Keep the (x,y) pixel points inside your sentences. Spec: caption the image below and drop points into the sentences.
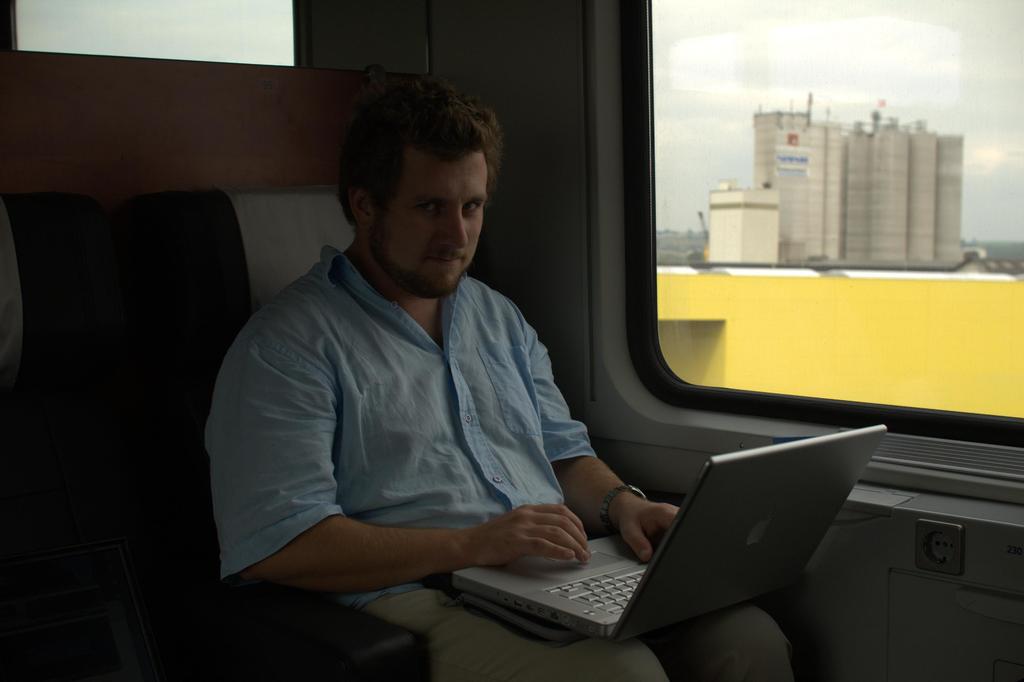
In this image there is a man (530,681) sitting on chair (329,198), holding a laptop (680,577) in his lap (522,642), in the background (831,245) there is a glass window (722,124), through that building (764,124) are visible.
